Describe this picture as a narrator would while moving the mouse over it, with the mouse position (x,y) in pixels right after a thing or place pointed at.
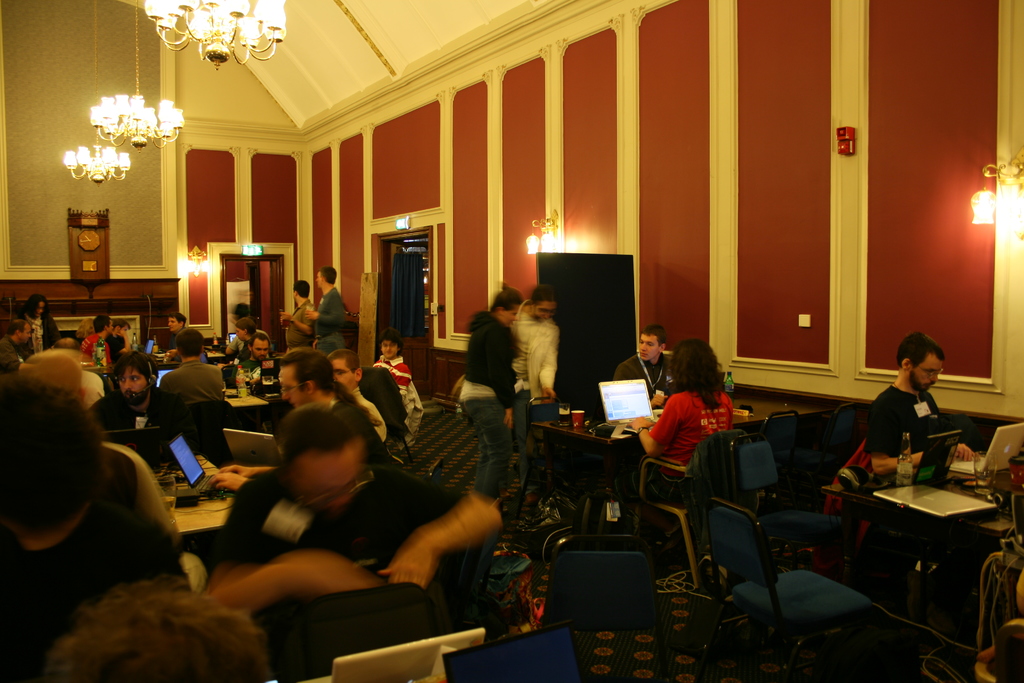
In this image we can see people (257,333) sitting on the chairs (213,434), tables (186,515), laptops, lights (550,244), a wall (352,255) and a clock (86,257).
